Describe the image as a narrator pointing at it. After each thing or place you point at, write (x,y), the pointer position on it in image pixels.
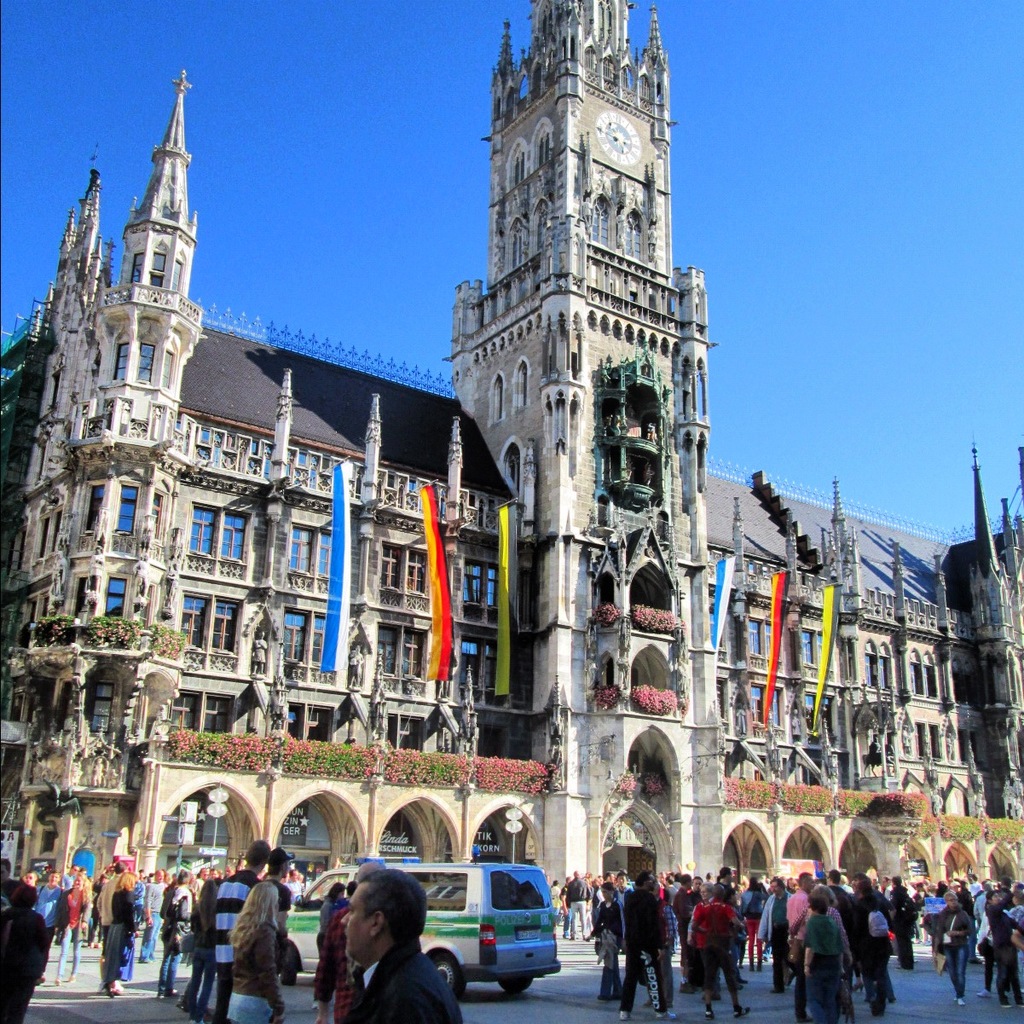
This is an outside view. At the bottom of the image (830,960) I can see a crowd of people (286,929) on the ground (920,992) and also there is a vehicle (492,910). In the middle of the image (641,530) there is a building (112,539) and I can see few flags (826,666). At the top of the image (866,222) I can see the sky (769,179).
